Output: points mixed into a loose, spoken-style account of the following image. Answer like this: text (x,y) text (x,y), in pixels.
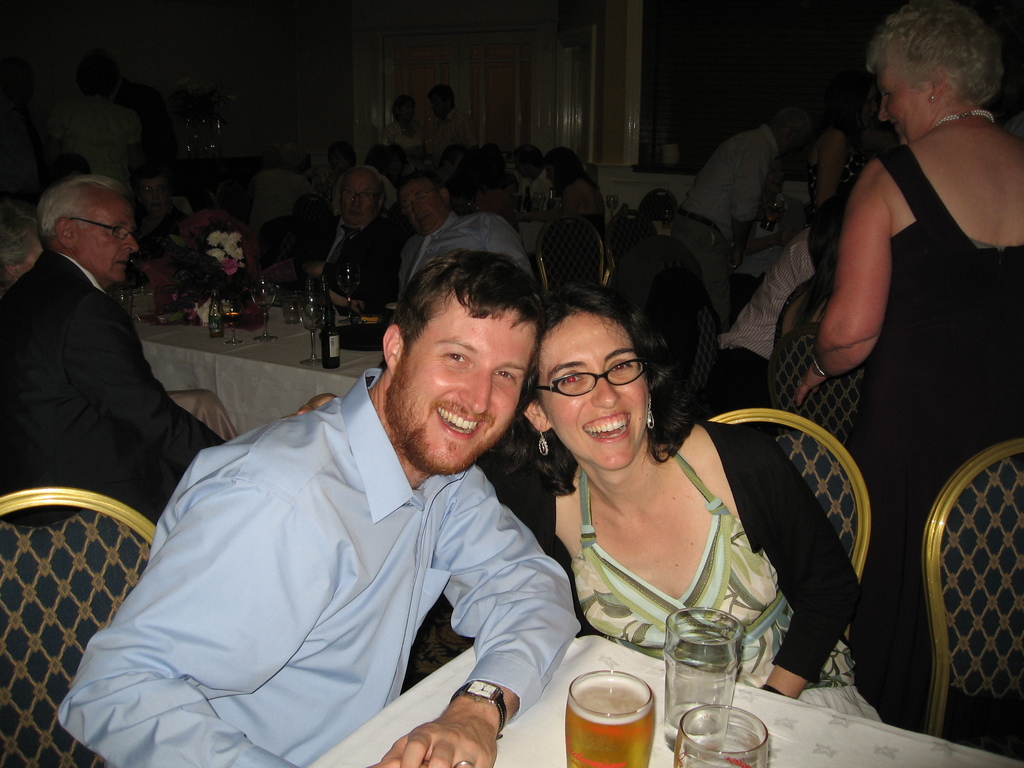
In this picture I can see a man (519,539) and woman (590,535) with a smile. I can see wine glasses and alcohol bottles (332,321) on the table (281,378). I can see a few people (428,251) sitting on the chair (291,254). I can see a few people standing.
